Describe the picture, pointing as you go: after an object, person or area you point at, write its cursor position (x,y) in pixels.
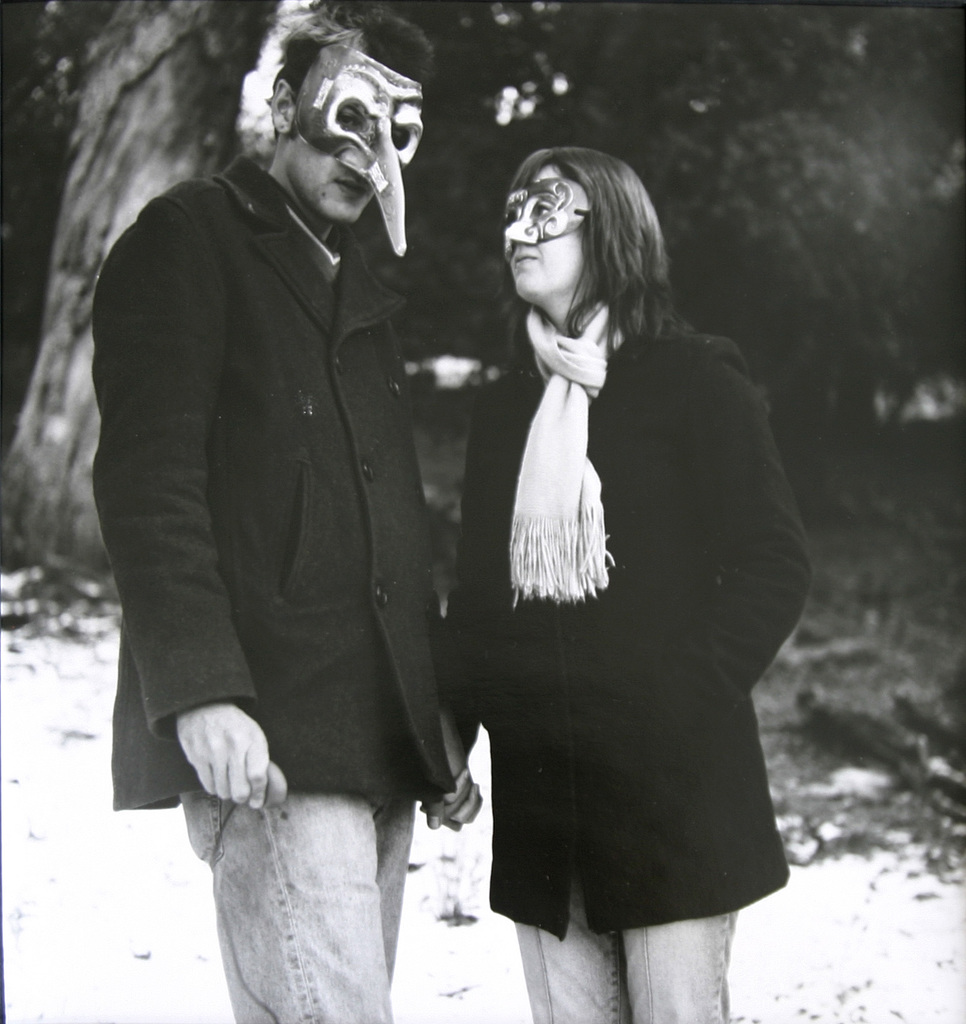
In this image I can see 2 people (580,603) standing and they are wearing mask (541,199). This is a black and white image.
